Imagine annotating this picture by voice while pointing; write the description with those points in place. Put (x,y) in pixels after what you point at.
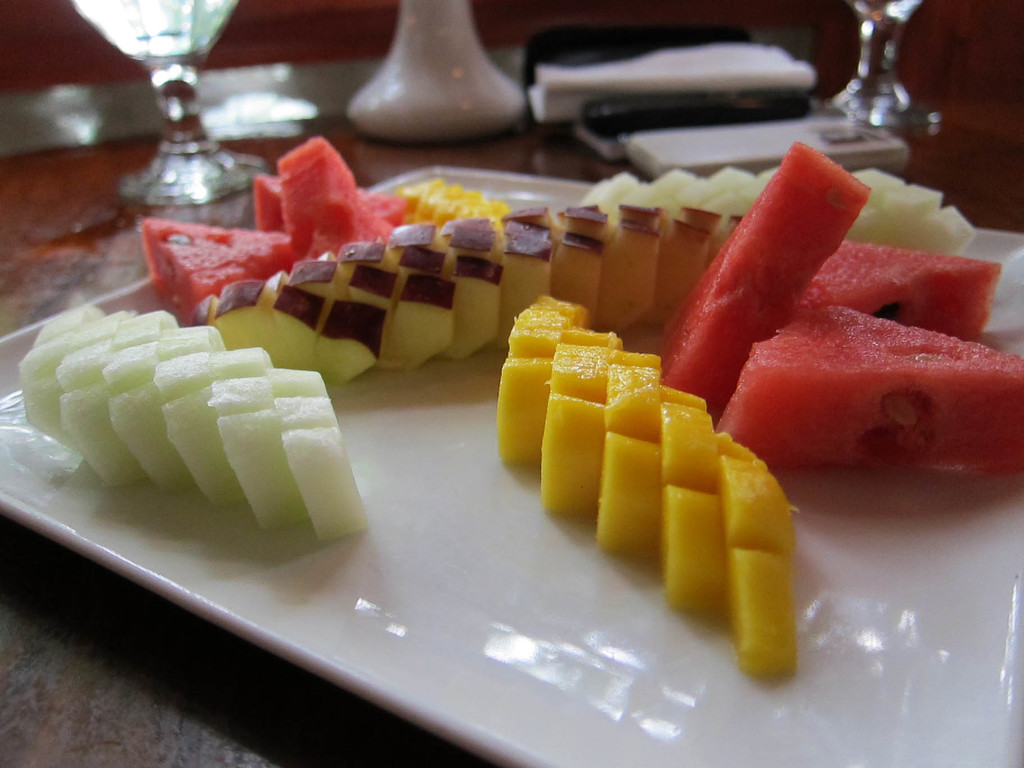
In this picture we can see a tray (292,620), on this tray (284,617) we can see fruit pieces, beside this tray (345,594) we can see glasses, tissue papers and these all are placed on a platform (134,607).
